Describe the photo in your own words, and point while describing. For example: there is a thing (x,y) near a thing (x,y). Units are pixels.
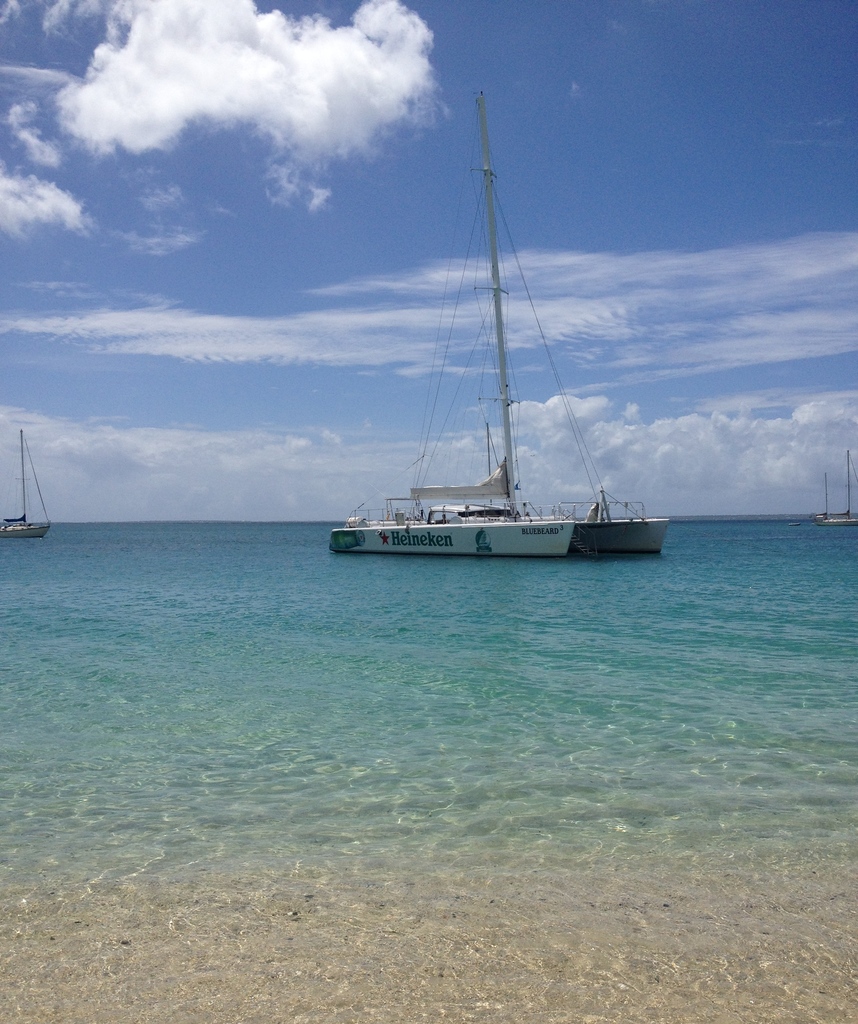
In this picture there is a ship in the center of the image (387,535), on the water (593,733) and there are other ships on the right (834,507) and left side of the image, there is sky (436,118) at the top side of the image (443,114).
